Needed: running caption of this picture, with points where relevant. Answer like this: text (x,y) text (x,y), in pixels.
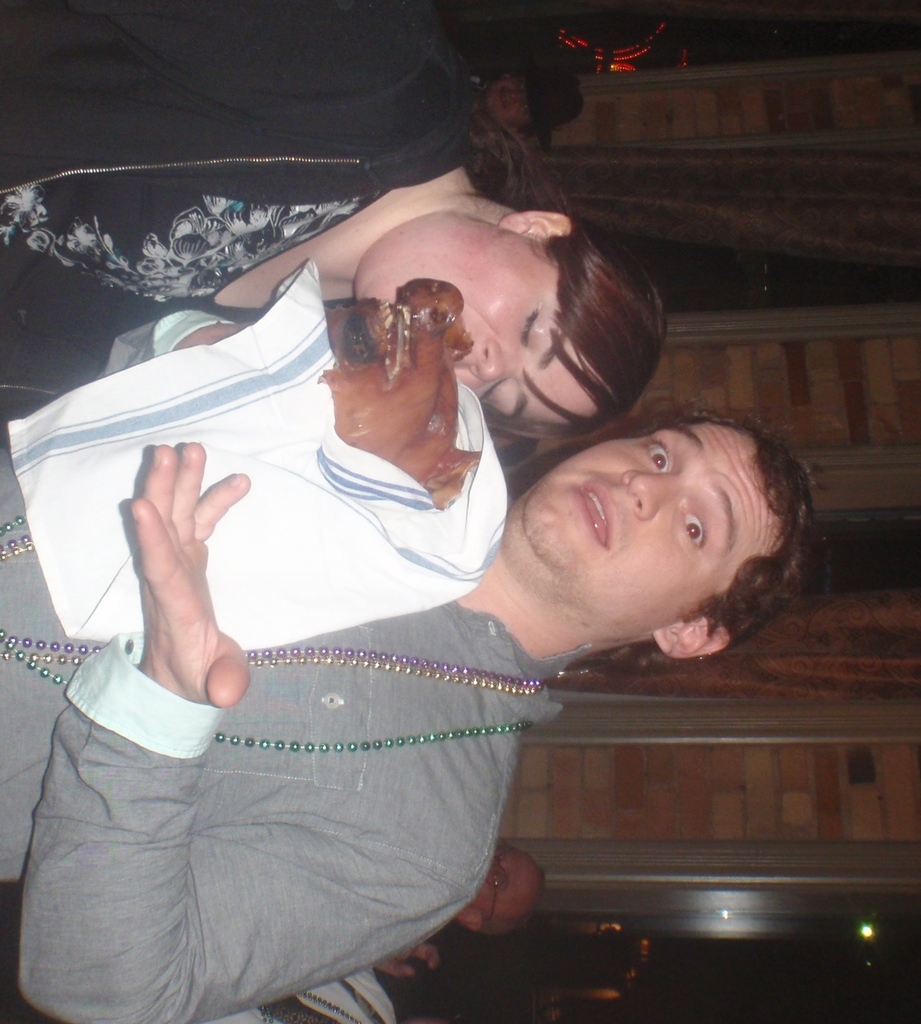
There is a man (456,711) and a woman (258,184). Man (441,705) is wearing chains (404,659) and holding something (430,372) in a white cloth (394,525). In the back (508,892) there are few people (525,882) and brick wall (808,428).
